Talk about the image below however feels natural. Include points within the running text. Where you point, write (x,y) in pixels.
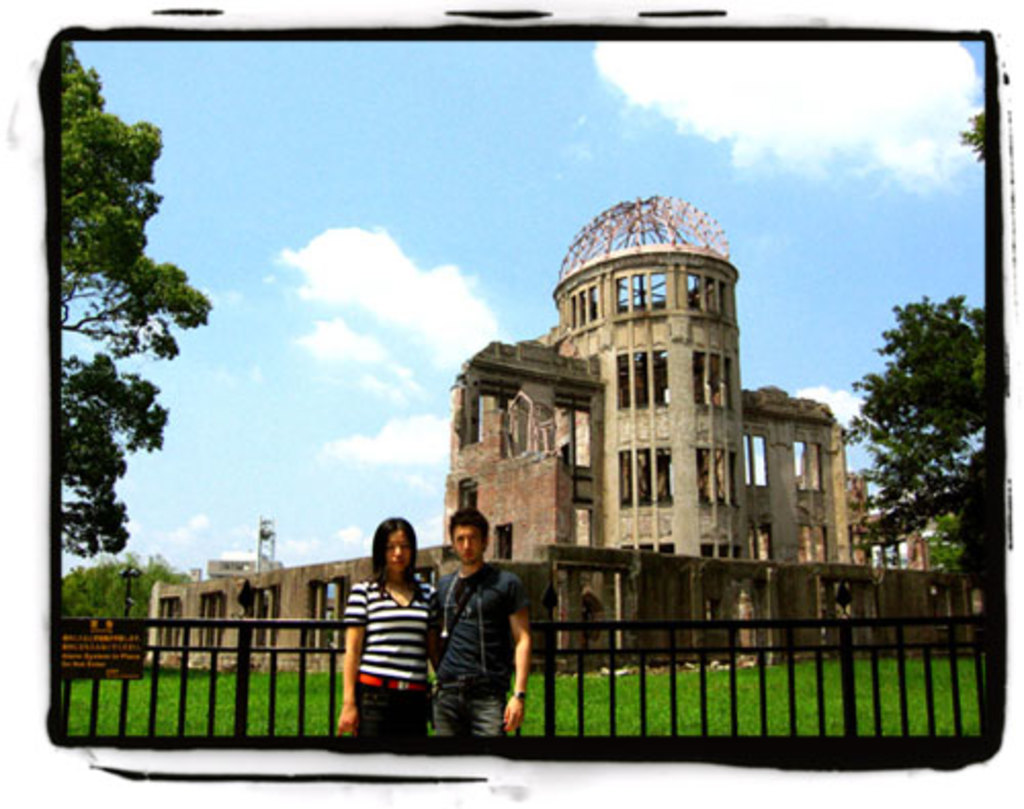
This image consists of a picture in which there are two persons (460,647). In the background (748,507), there is a building (594,515). To the left (106,302), there is a tree (89,248). At the bottom (162,706), there is green grass (162,706).
